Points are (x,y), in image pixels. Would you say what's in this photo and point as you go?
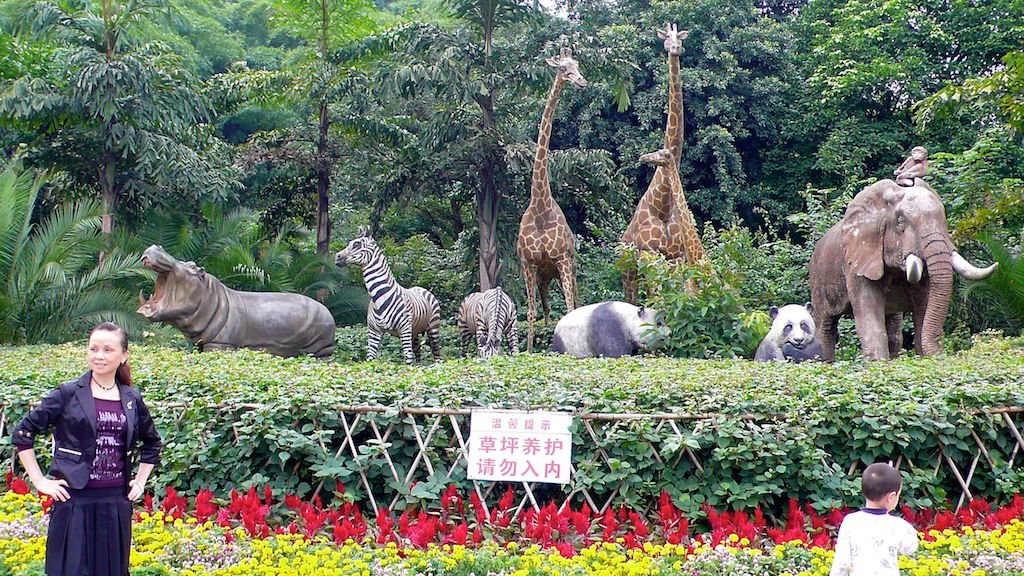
In the background (724,90) we can see the trees (43,67). In this picture we can see the animals (155,313), plants (537,406), wooden fence (608,459) and a board (512,428). We can see a woman (155,457) is standing on the left side of the picture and a boy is standing on the right side of the picture (858,526). At the bottom portion of the picture (786,551) we can see the colorful flowers (410,547).
